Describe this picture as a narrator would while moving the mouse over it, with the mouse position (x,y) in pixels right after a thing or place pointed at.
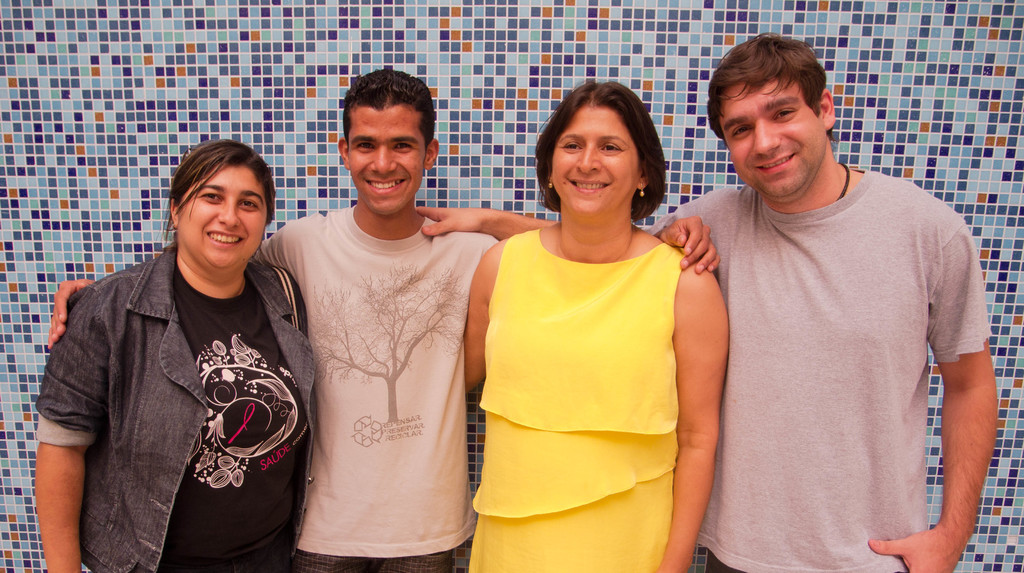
In this image in front (965,383) there are four people (578,307) wearing a smile on their faces (580,152). Behind them there is a wall (215,29).
